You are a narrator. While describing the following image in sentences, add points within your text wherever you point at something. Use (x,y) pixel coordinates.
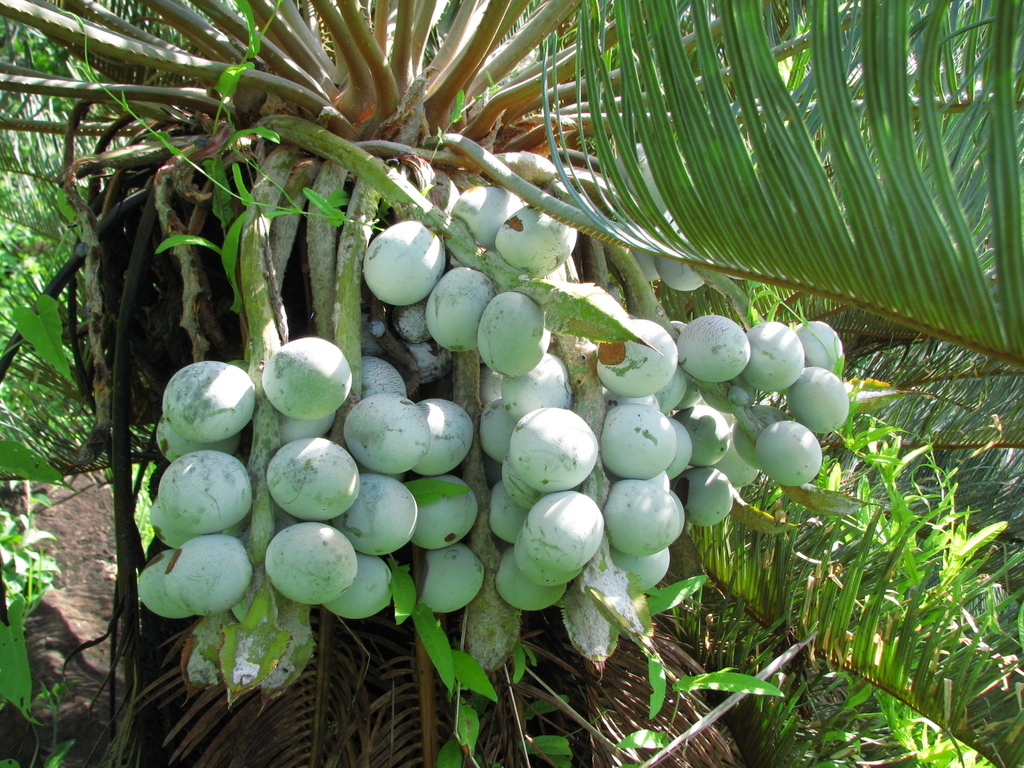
In the picture I can see trees (479,612). I can also see fruits (536,470) on a tree (460,642).
